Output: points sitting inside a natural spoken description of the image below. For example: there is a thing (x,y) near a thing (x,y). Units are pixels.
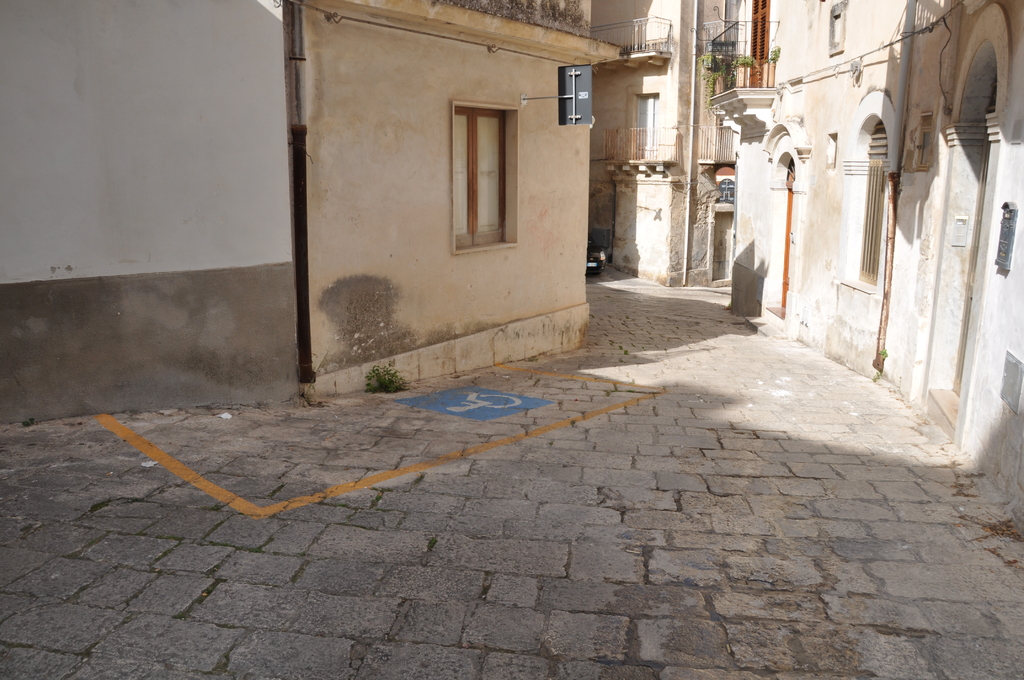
This picture is clicked outside. On the left (259,199) we can see the building (514,241) and the window (486,169) of the building (569,240). On the right (778,50) we can see the plants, arch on the building (839,145), deck rails (644,131), doors (791,181) and windows (875,189) of the buildings (742,138). In the center (454,446) we can see the pavement (622,285). In the background (596,247) there is a black color vehicle (603,258).
